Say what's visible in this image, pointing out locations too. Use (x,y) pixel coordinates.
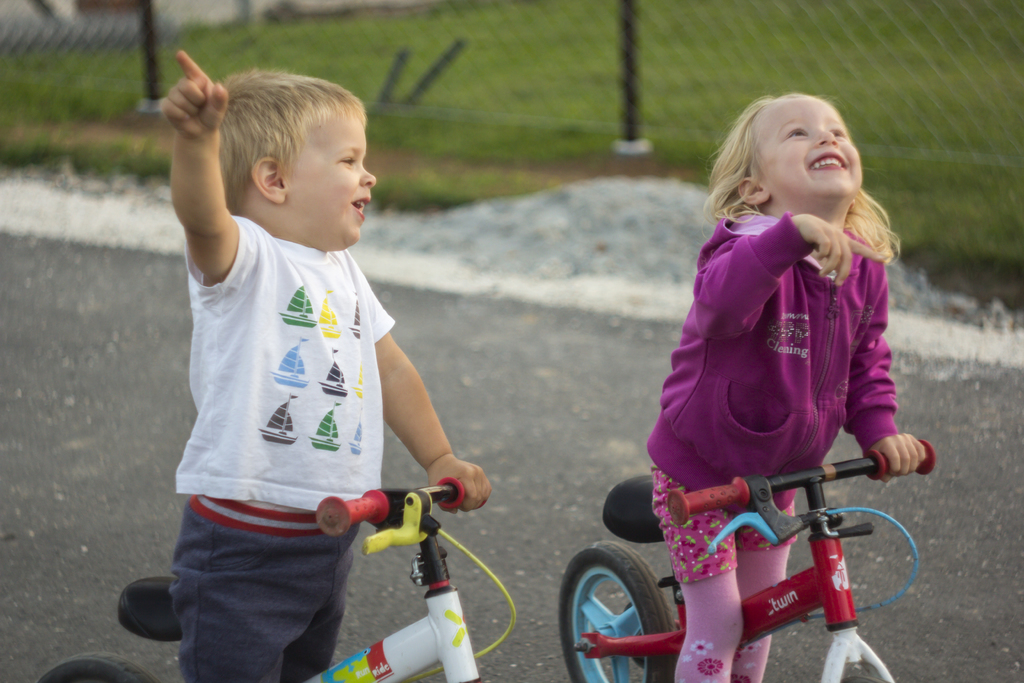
small boy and girl (679,681) riding a bicycle (447,535) beside the garden fence (936,98).
